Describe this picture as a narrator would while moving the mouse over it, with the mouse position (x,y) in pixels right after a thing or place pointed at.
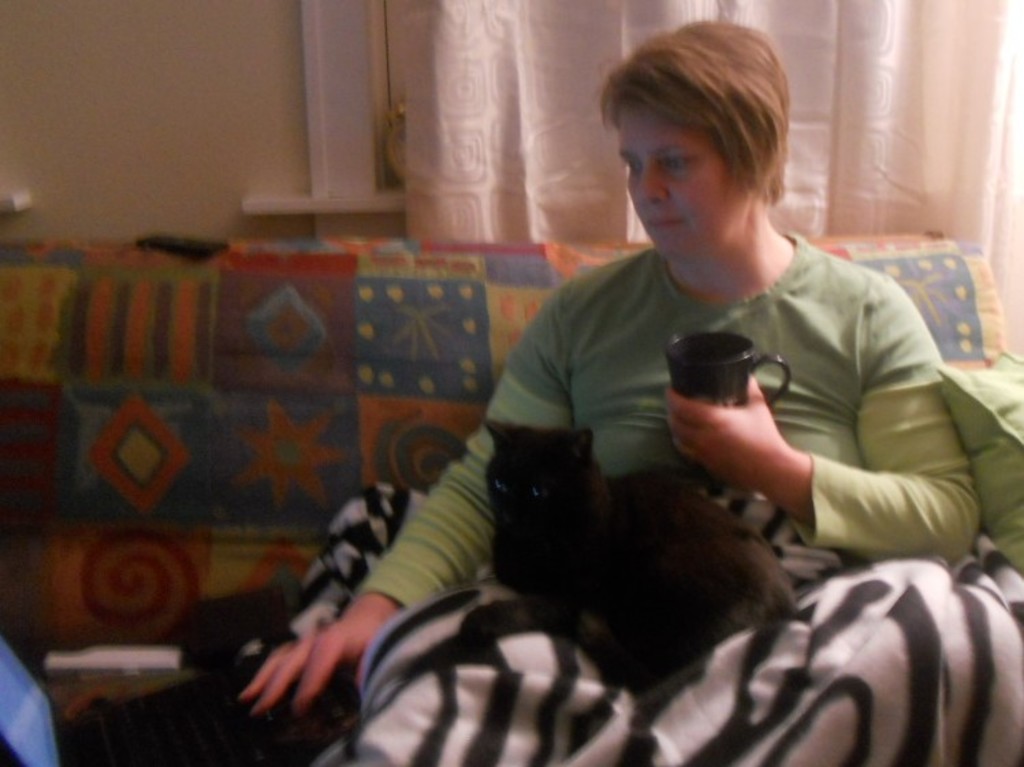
This person (626,138) is sitting on the couch (406,378) and holding a black mug (731,377). On this person (468,513) legs (653,744) there is a blanket (733,727) and black cat (702,539). Background (526,167) we can see wall (190,88) and curtain (529,153). Here we can see a pillow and remote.
